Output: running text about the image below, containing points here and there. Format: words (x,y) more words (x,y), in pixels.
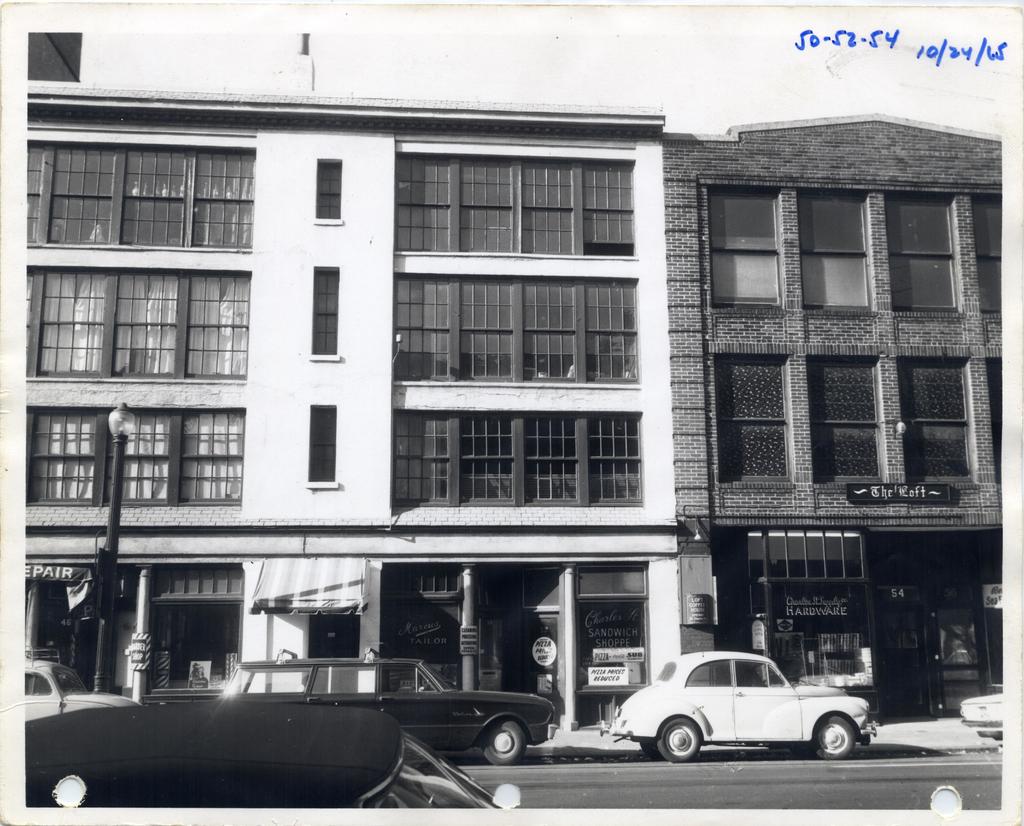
In front of the image there are vehicles (230,787) on the road (800,785). In the background of the image (679,352) there are buildings (573,425), light pole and boards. There are some numbers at the top of the image (969,48).
